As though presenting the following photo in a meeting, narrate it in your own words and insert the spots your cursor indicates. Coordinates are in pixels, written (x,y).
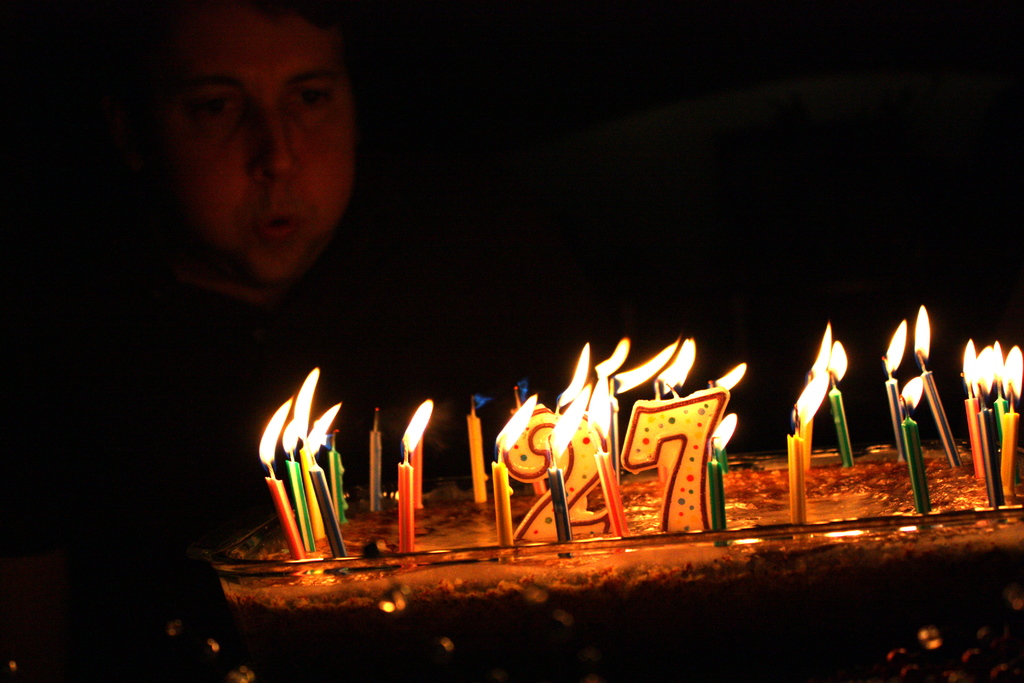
In this picture I see a cake (534,558) in front (695,513) on which there are many candles (557,520). In the background (343,434) I see a man (205,150) and I see that it is totally dark.
